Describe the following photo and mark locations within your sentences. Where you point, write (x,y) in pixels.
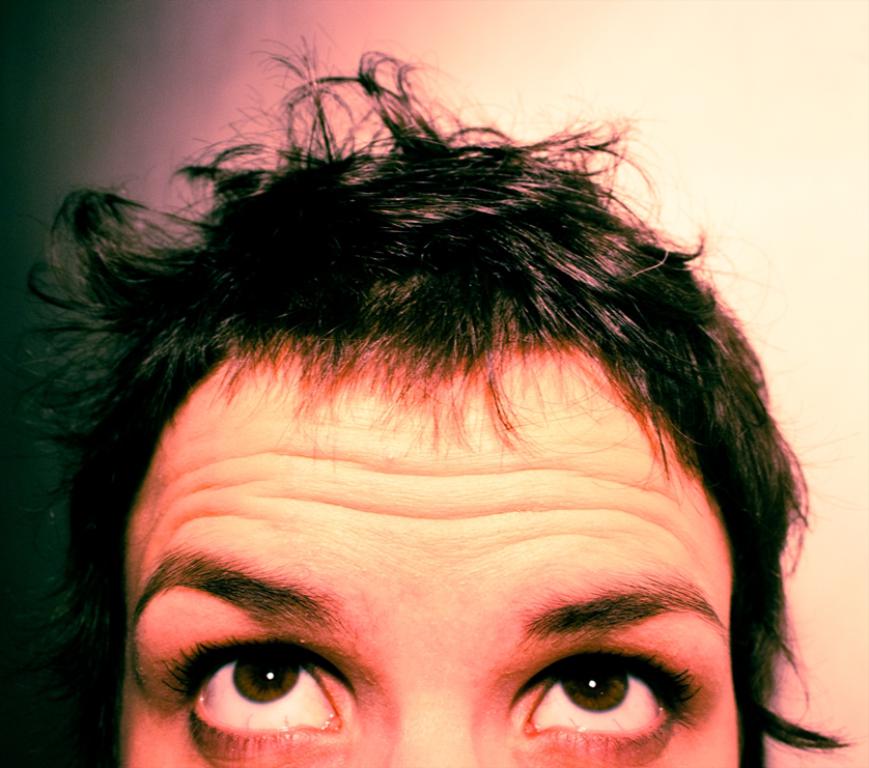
In this image we can see a person (479,478) and a wall (296,86) in the background (296,86).
